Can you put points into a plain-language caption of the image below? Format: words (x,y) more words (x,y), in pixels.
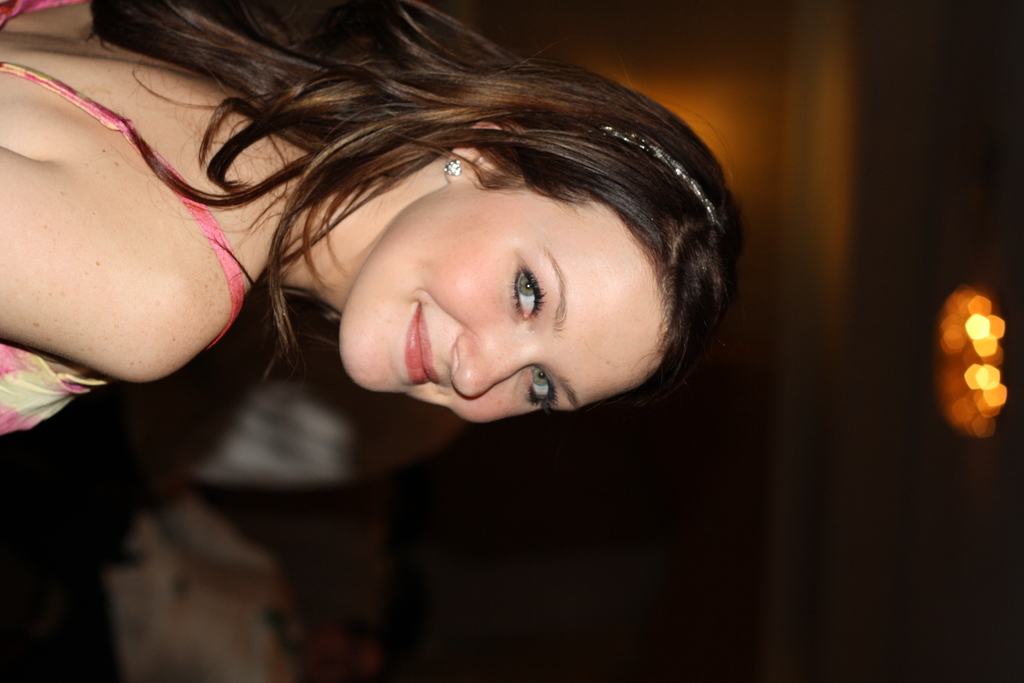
This picture seems to be clicked inside. On the left (125,134) there is a woman (223,183) smiling and seems to be standing. The background of the image (970,327) is dark and we can see the lights (993,349) in the background (992,400).
